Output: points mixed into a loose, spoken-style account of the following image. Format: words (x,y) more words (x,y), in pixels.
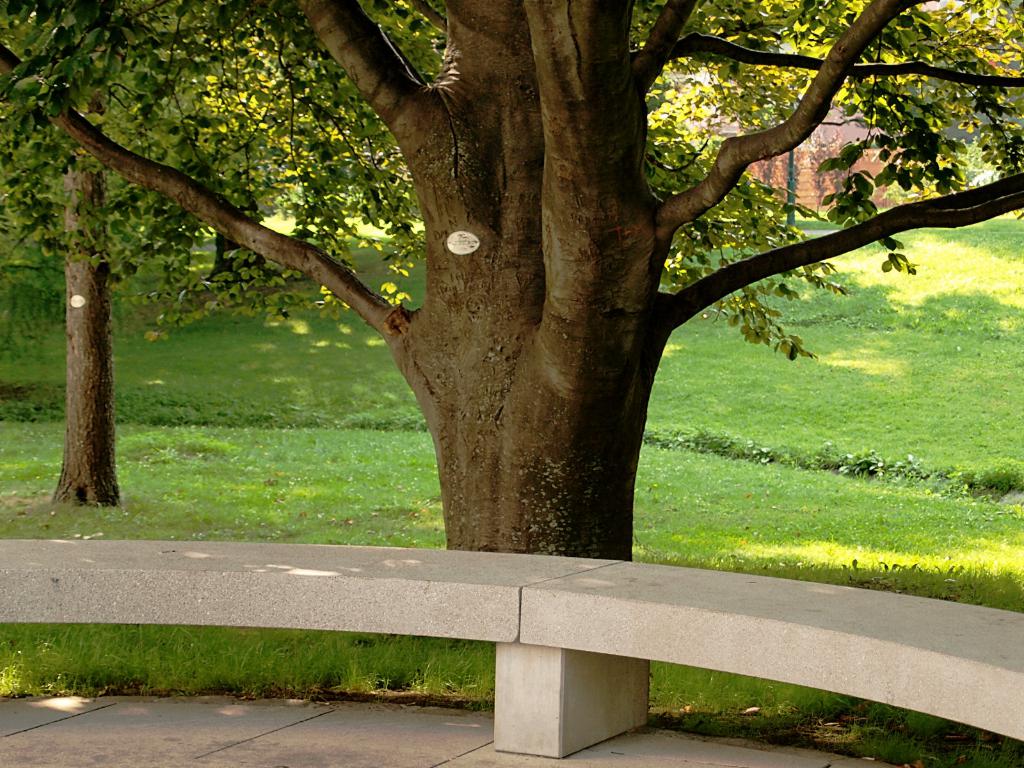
In the image there are trees (145,97) on the grassland (731,461) with a bench (572,608) in front of it.
